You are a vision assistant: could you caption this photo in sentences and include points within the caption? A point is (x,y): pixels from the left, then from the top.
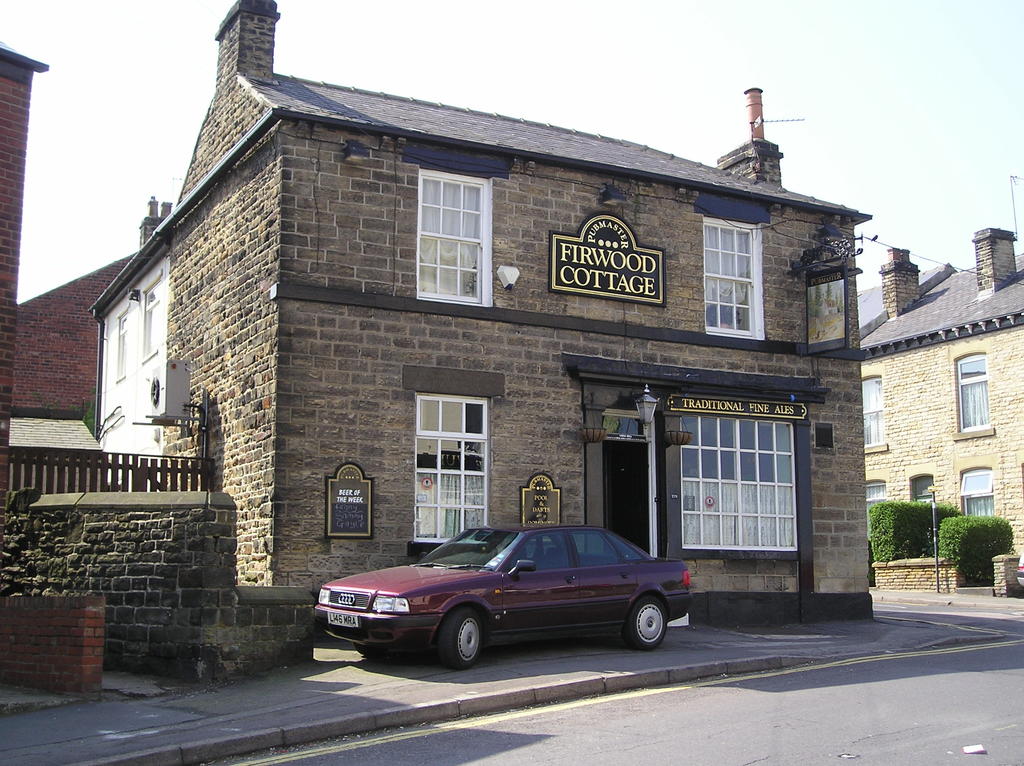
In this picture we can see a vehicle (392,642) on the ground (398,661), here we can see a lantern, pole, plants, buildings (849,550) and we can see sky (684,70) in the background (672,86).
